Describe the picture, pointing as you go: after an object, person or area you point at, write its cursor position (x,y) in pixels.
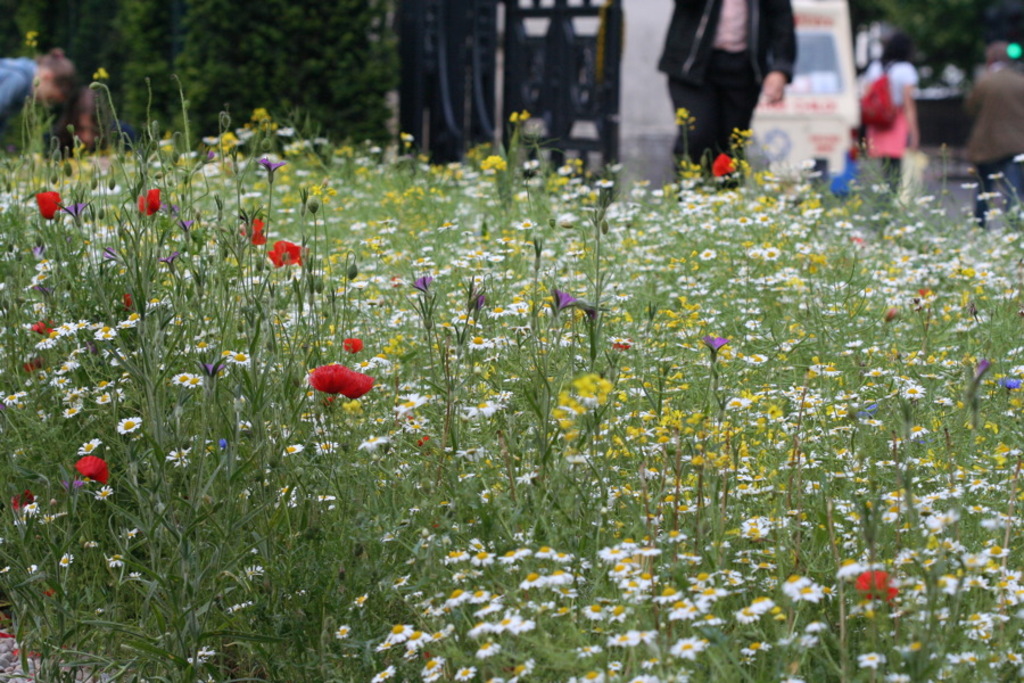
In this image I can see number of flowers (32,203) and plants (158,604) in the front (505,345). In the background (224,14) I can see few people (89,100), few trees (104,35), a white colour thing (816,15) and I can also see one person (884,67) is carrying few bag (884,100). I can also see this image is little bit blurry in the background (669,86).
